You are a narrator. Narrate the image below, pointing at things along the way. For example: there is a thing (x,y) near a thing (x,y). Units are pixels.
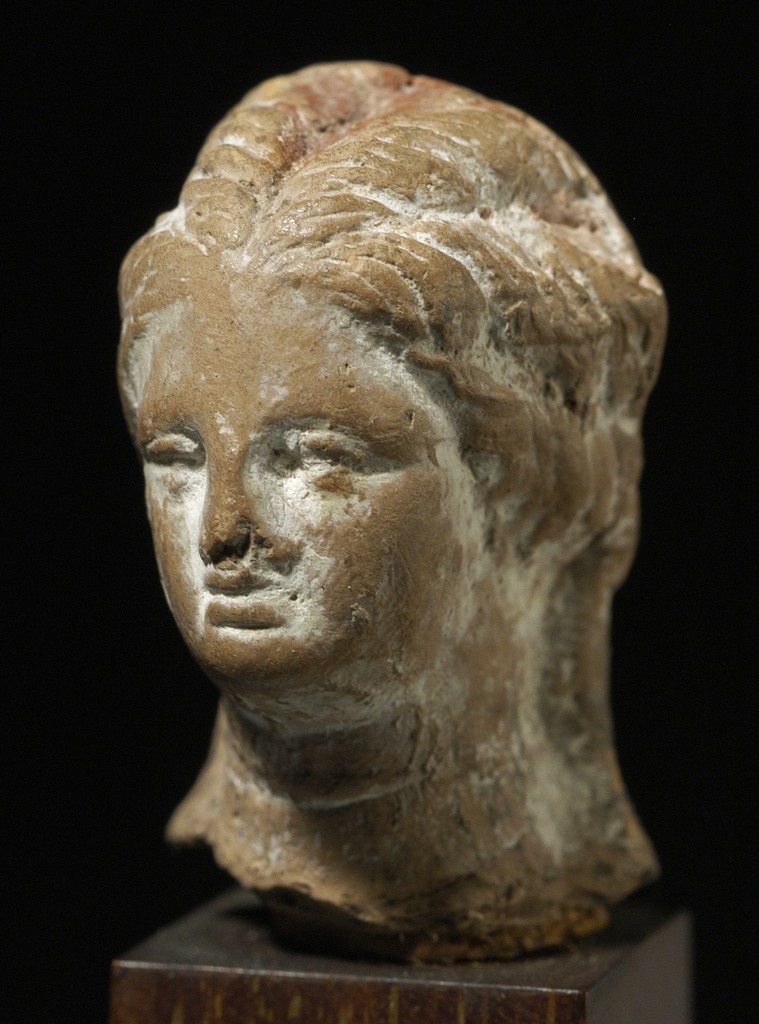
In the center of the image (423,514), we can see a statue (444,691) on the stand (534,972).
